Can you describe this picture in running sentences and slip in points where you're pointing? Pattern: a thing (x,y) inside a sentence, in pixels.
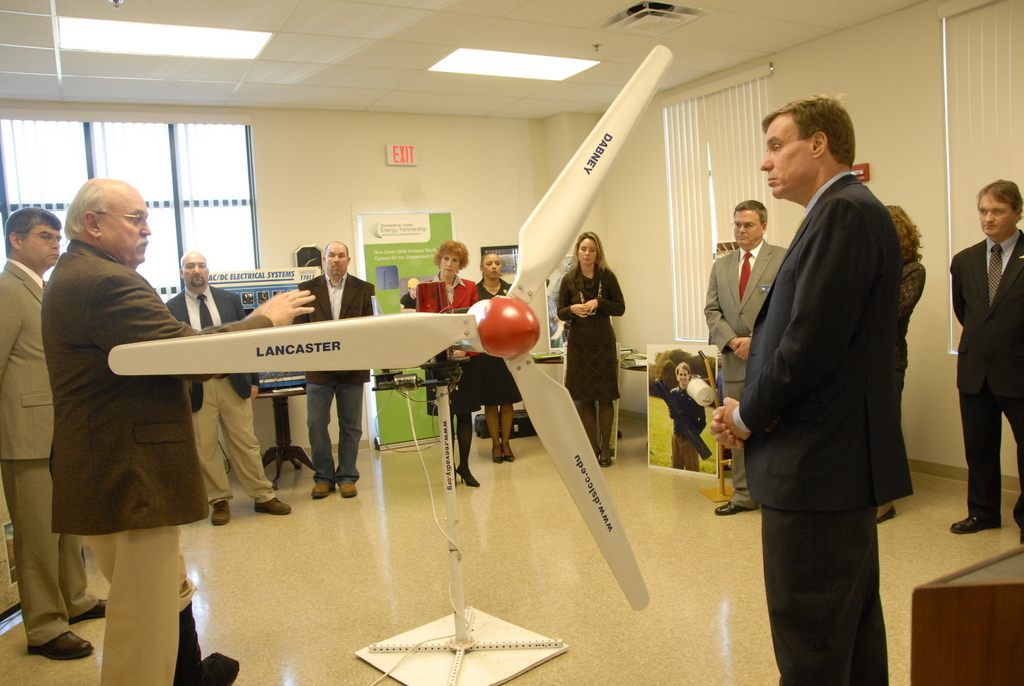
In this image there are people (729,261) standing on a floor (517,539), in the middle (449,346) there is a fan (451,334), in the background (702,109) there are walls (914,90) for that walls (468,157) there are windows (178,192) and curtains (679,141), at the top (813,11) there is a ceiling (504,37) and lights (71,34).
